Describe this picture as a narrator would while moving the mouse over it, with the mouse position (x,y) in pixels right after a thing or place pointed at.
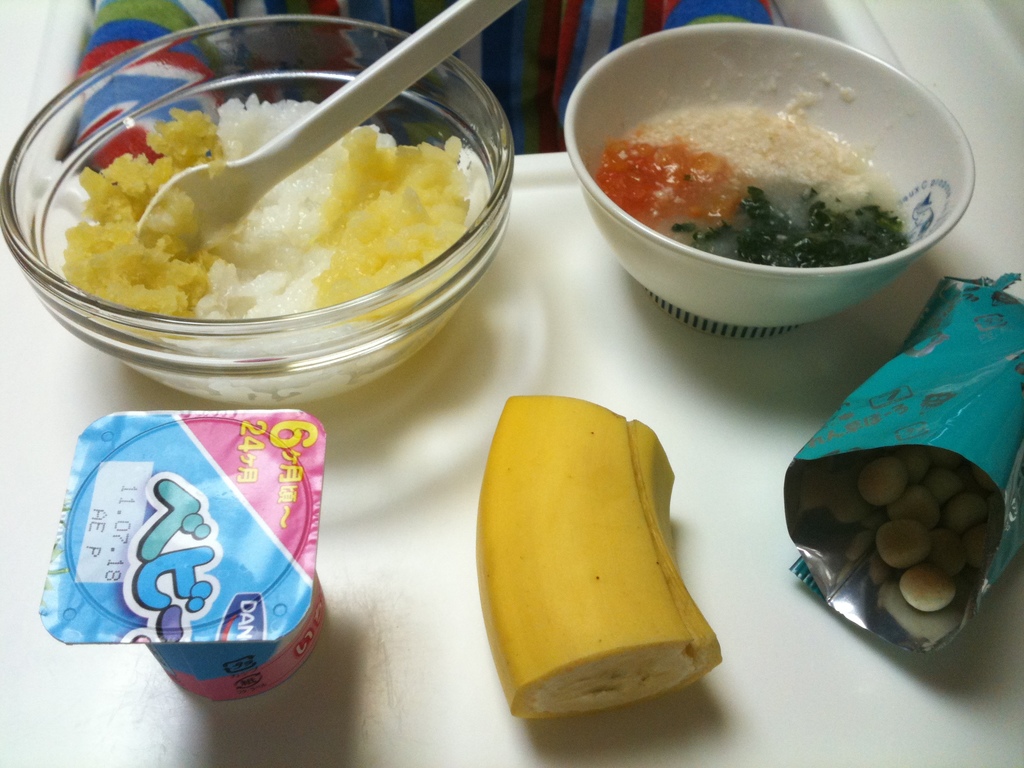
In this image on a platform (431,483) we can see food item (426,153) and a spoon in a glass bowl (444,141), another food item (725,225) in an other bowl (791,107), banana slice (697,621), cup (227,574) and a opened food packet (934,509). At the top (405,21) we can see a chair like structure (153,19).
